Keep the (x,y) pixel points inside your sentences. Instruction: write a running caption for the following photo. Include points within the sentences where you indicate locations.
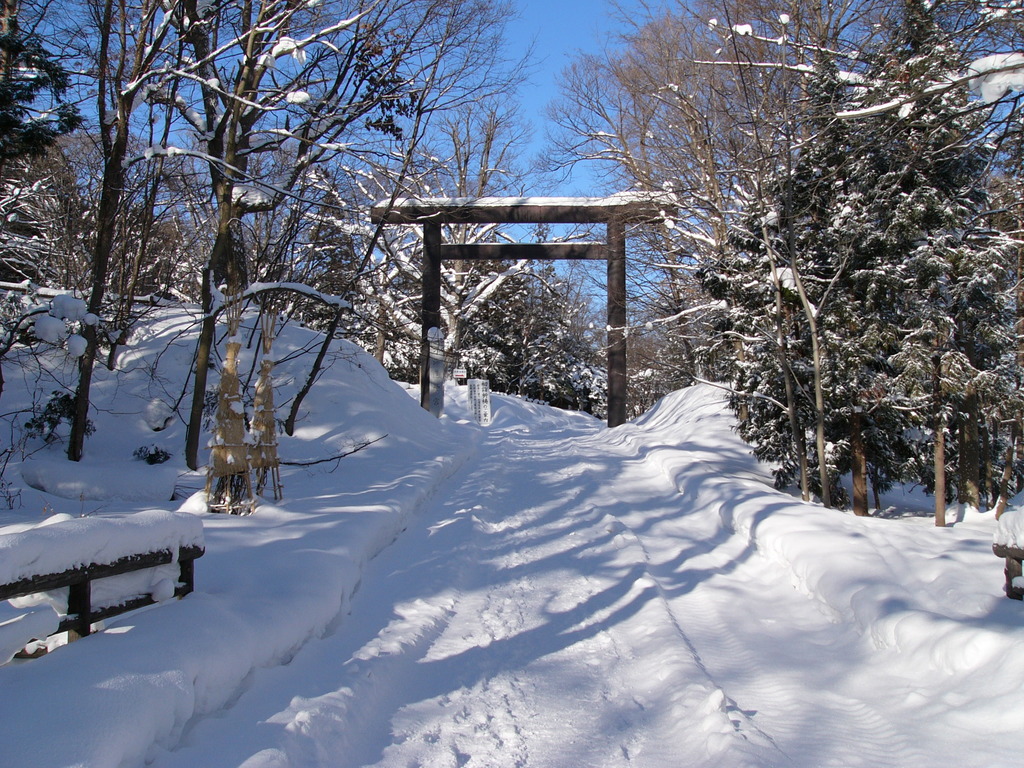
In the image there is a snow surface (270,498), around that there are many trees (812,229) and the trees (755,235) are also covered with a lot of snow (14,283).
